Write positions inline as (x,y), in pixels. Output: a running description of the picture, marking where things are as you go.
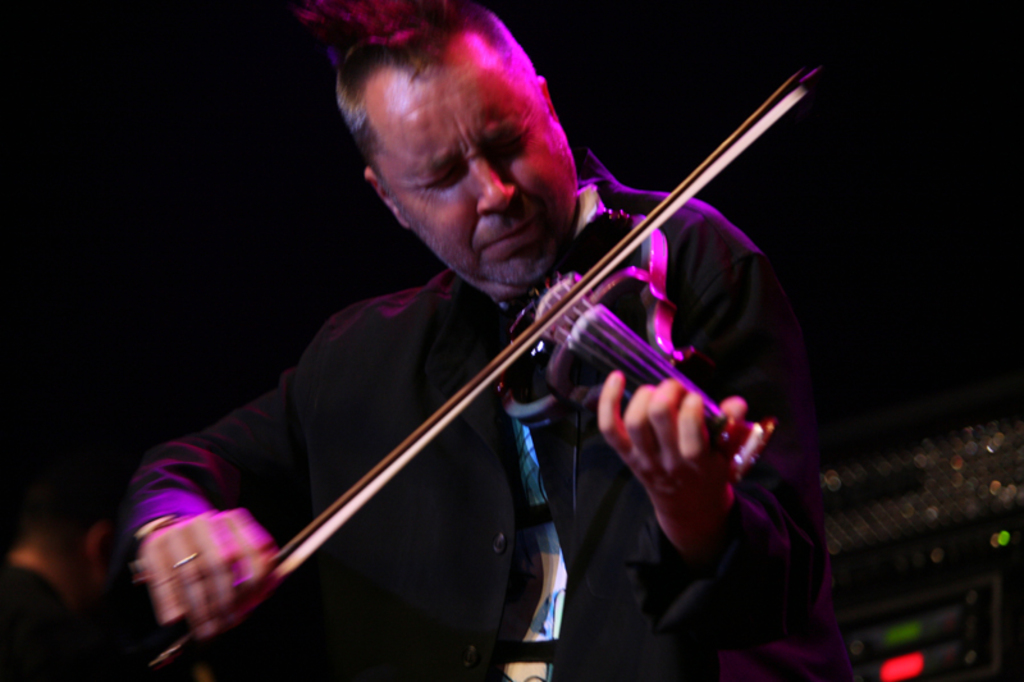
This picture seems to be clicked inside. In the foreground (417,167) there is a man (411,204) wearing black color shirt (424,385) and playing violin (666,246) and seems to be sitting on the chair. The background of the image (978,455) is very dark and we can see some musical instruments (960,592).
